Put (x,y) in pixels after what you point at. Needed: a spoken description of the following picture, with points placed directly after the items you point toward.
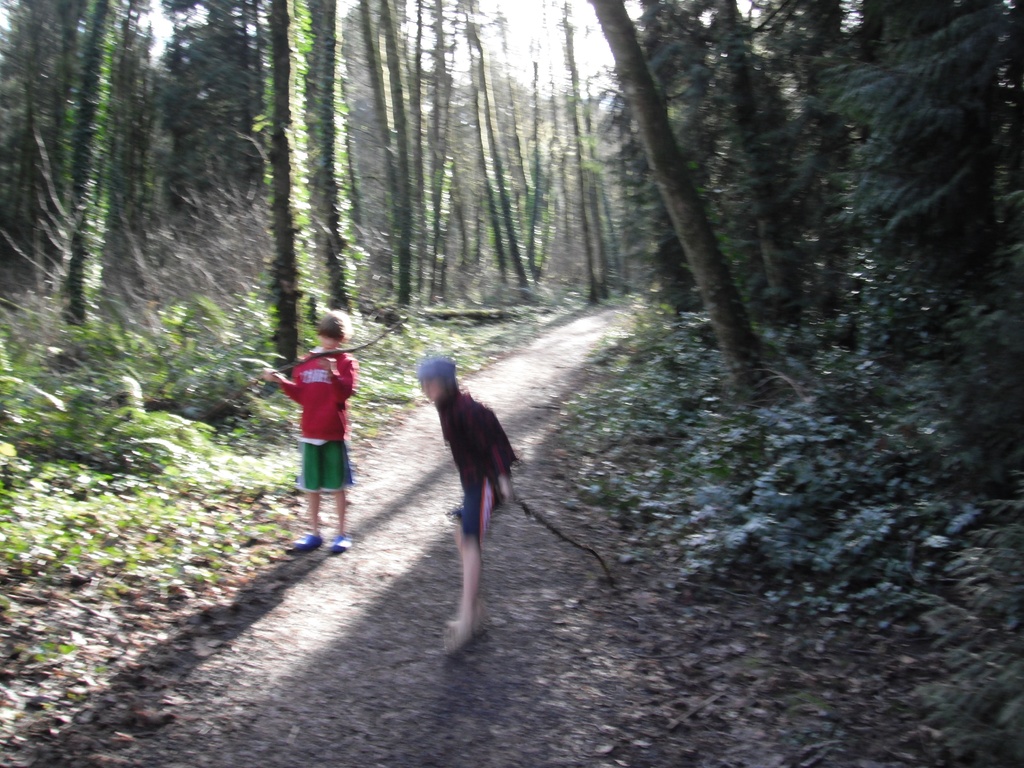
In the picture there are two boys (494,433) on a path (405,454) in between the forest (414,315), around them there are many tall trees (663,110). The boys (334,371) are holding sticks (331,353) with their hands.
